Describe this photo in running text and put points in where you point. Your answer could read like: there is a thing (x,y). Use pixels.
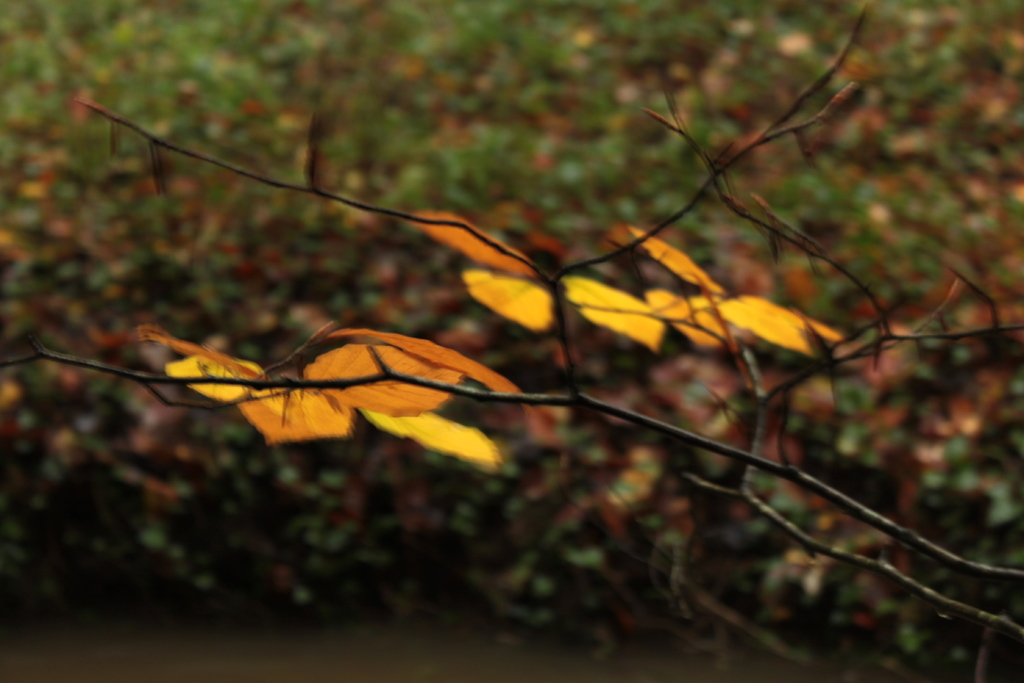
In this image, we can see some plants (655,547). There is a branch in the middle of the image (641,312).
